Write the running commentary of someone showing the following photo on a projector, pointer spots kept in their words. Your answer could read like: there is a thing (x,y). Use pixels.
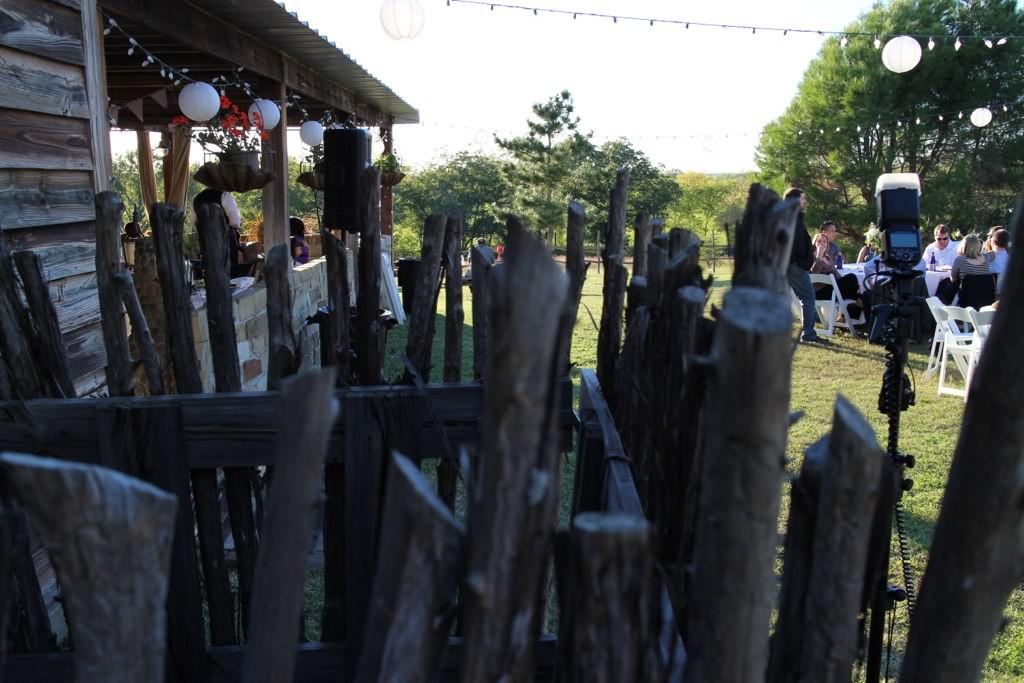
There are many logs (973,560). Near to that there is a wooden fencing (269,449). Also there is a wooden building (128,95). There are lights (266,121) in that. On the right side (899,372) there is a pole (906,330) with electronic device (894,257). In the back (955,302) there are many people (933,248) sitting on chairs (969,311). On the ground (843,368) there are grasses (809,382). In the background (829,114) there are trees (783,134) and sky (529,66). Also there are serial lights (447,7).
